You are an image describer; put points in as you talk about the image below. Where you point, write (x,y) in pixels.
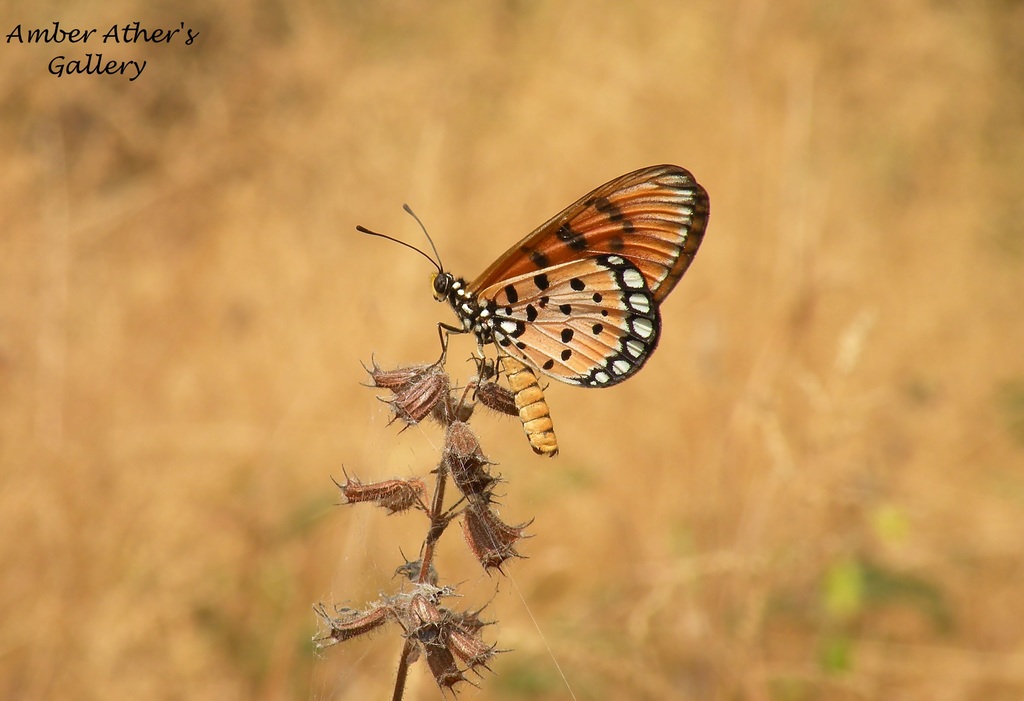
In this picture I can see a butterfly (619,283) on a plant (398,490). I see that it is blurred in the background (947,319). On the left top of this picture (133,21) I see something is written.
